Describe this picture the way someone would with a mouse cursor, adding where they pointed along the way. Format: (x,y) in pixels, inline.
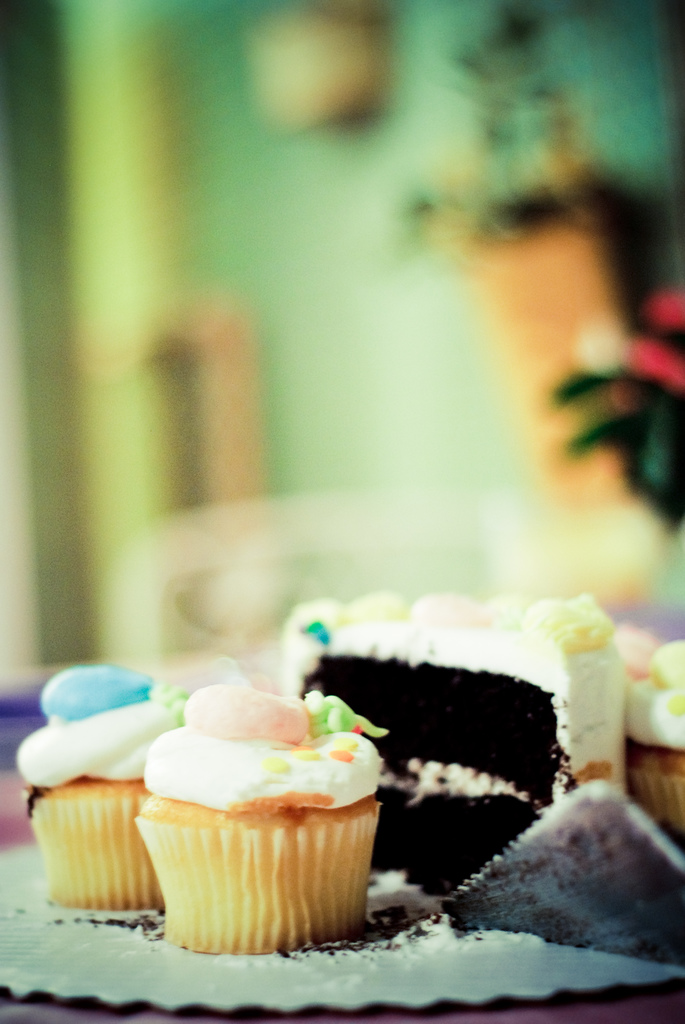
In this image in front (325,652) there are muffins (49,765), pastries (448,852) in a plate (389,971) which was placed on the table (564,1019). On the backside (322,213) there is a wall (351,363).
